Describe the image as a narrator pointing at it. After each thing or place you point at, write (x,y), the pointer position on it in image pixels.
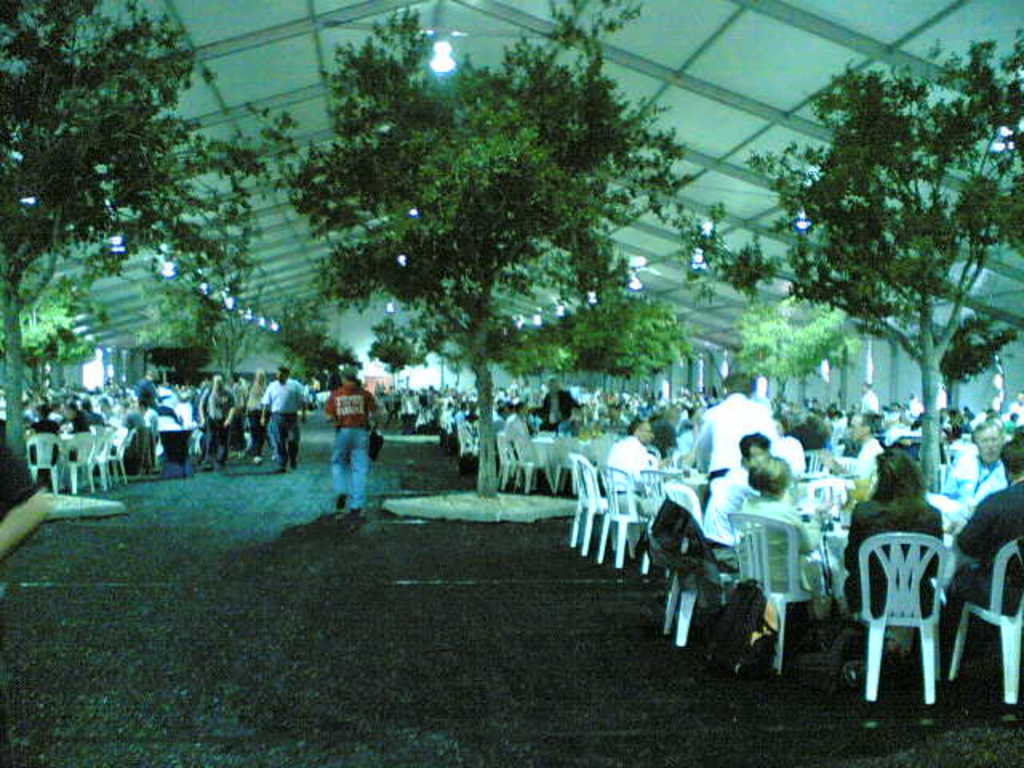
This picture shows a very large number of people (641,458) sitting around a table (566,438) in their chairs (649,502) in front of their respective tables (811,504). The man (355,447) is walking here. We can observe some trees (474,264) here. In the background (439,50) there is a light (446,62).
